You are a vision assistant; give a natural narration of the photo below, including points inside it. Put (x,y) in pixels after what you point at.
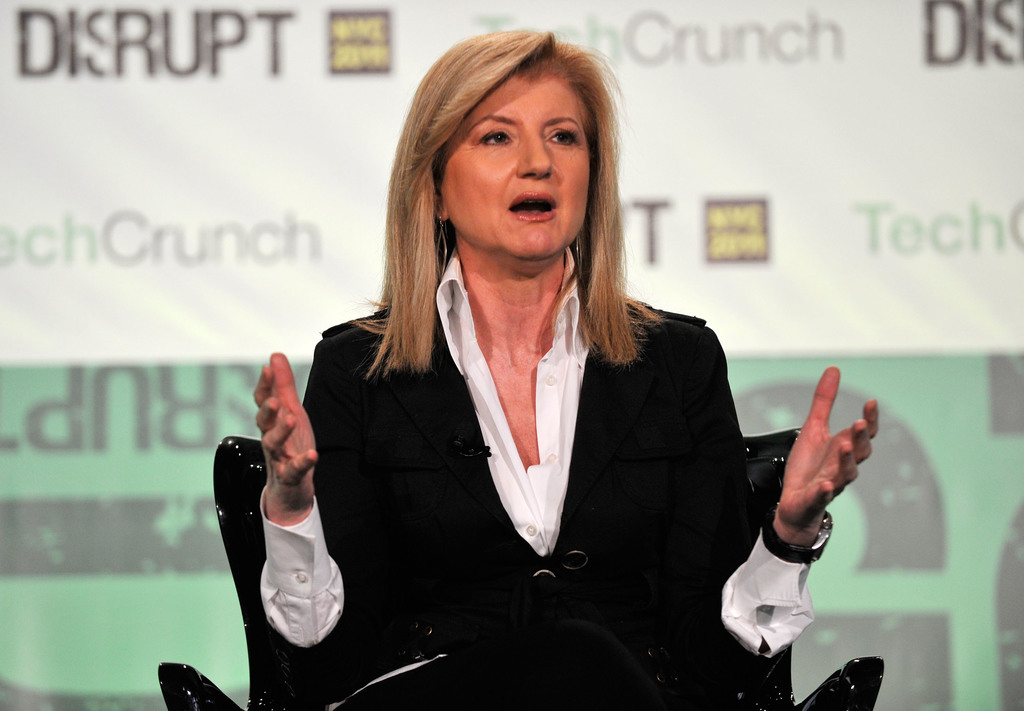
There is a woman (479,239) sitting on chair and talking. In the background (657,285) we can see banner (312,107).
